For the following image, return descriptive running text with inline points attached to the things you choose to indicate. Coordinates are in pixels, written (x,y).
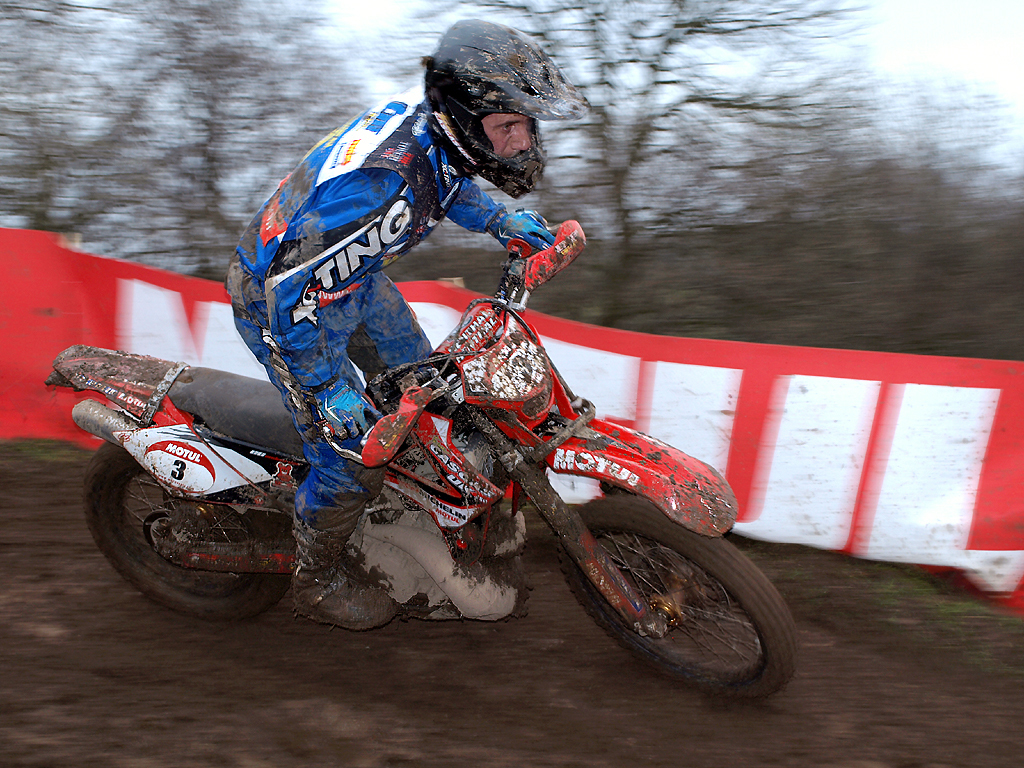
In the image there is a man (295,340) with blue dress (316,314) is standing on the bike (130,450) and holding the bike (532,450). Behind him there is a red and white color poster (980,503). In the background (166,65) there are trees (178,44). There is mud (139,373) on man (310,383) and bike (150,420).
